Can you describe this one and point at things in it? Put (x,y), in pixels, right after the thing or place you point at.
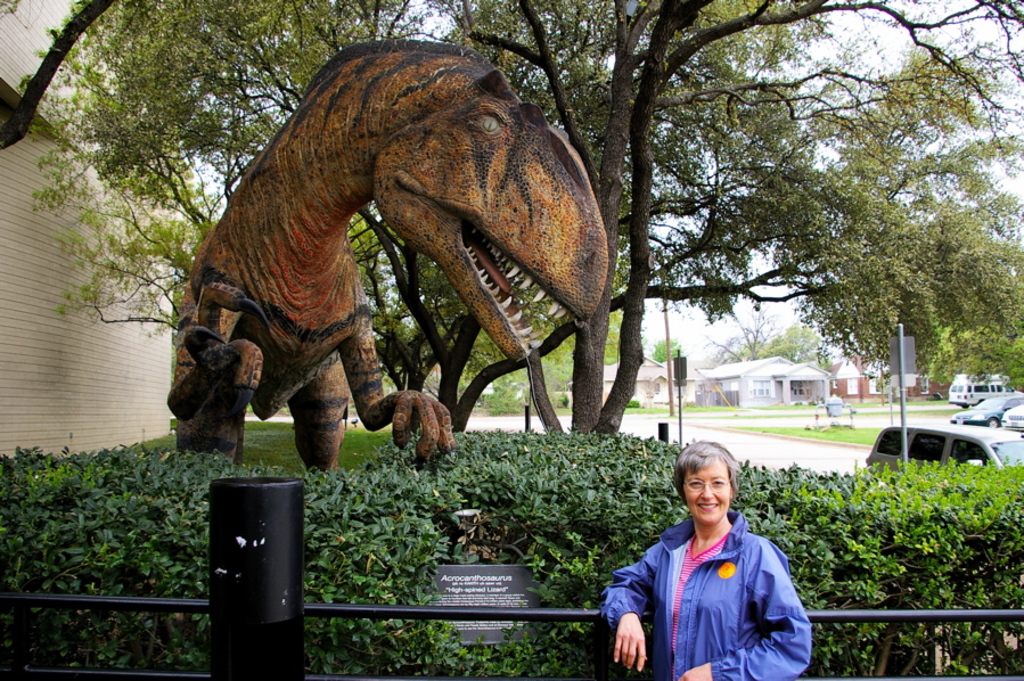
In this image we can see one dinosaur statue (482,180) with a name board (509,581), one woman (785,645) standing near the fence (424,609), one big wall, some houses (848,382), some vehicles (954,385) and some objects (835,412) are on the surface (823,417). There are some trees (49,65), plants (52,636), bushes (48,615) and some green grass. Some poles (262,656), some boards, one road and at the top (925,33) there is the sky (937,43).
